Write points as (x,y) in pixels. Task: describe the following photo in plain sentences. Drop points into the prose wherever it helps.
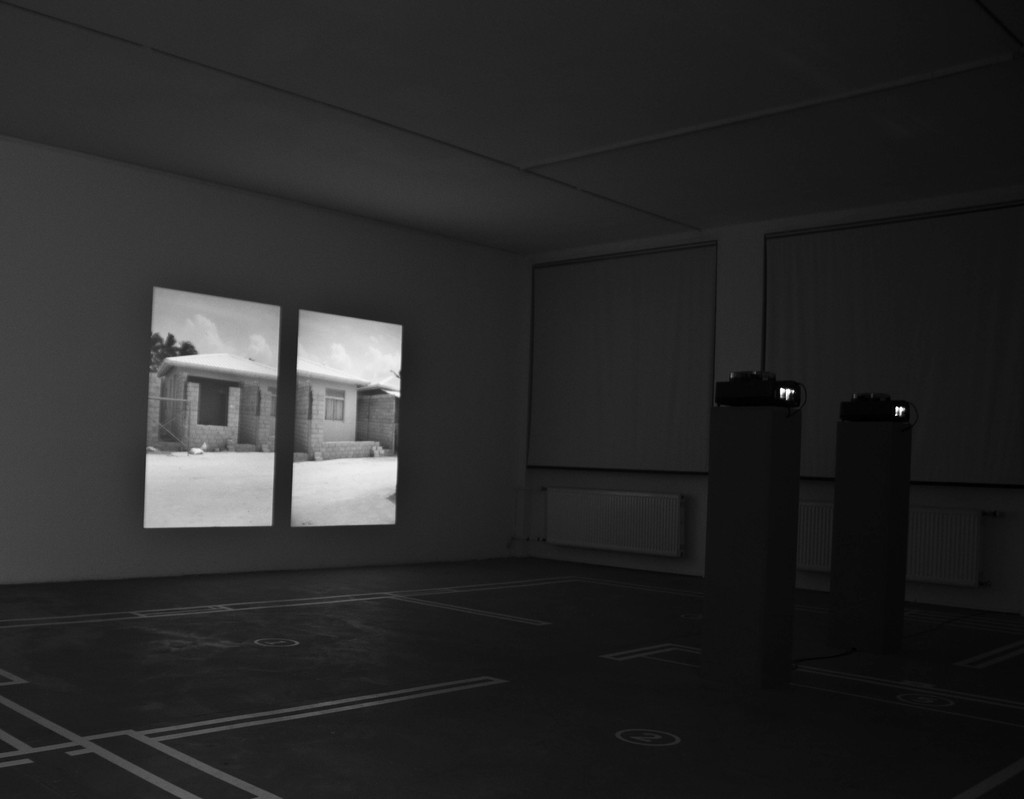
In the picture I can see windows (339,414), a building (260,415), trees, the sky (318,356) and some other objects (728,540). This is an inside view of a room (563,506).
